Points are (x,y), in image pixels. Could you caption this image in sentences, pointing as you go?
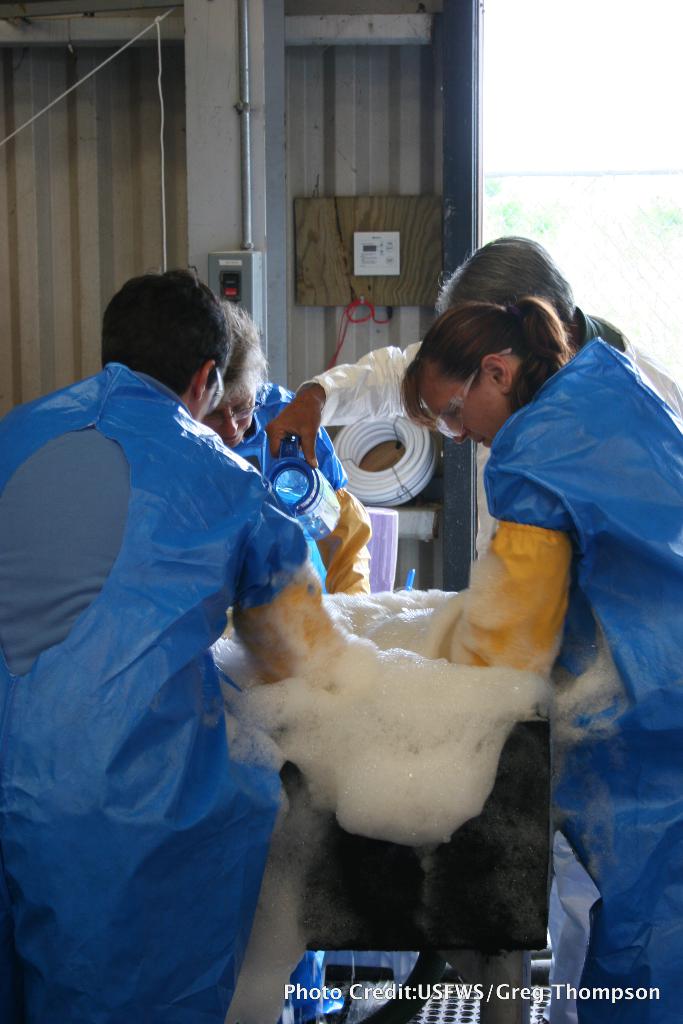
In this image we can see people (644,509) standing. At the bottom (364,930) there is a container (450,941) and we can see foam (406,629). On the right (535,270) there is a person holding a jug (308,511). In the background (347,167) there is a wall (395,135) and a door (549,131).
